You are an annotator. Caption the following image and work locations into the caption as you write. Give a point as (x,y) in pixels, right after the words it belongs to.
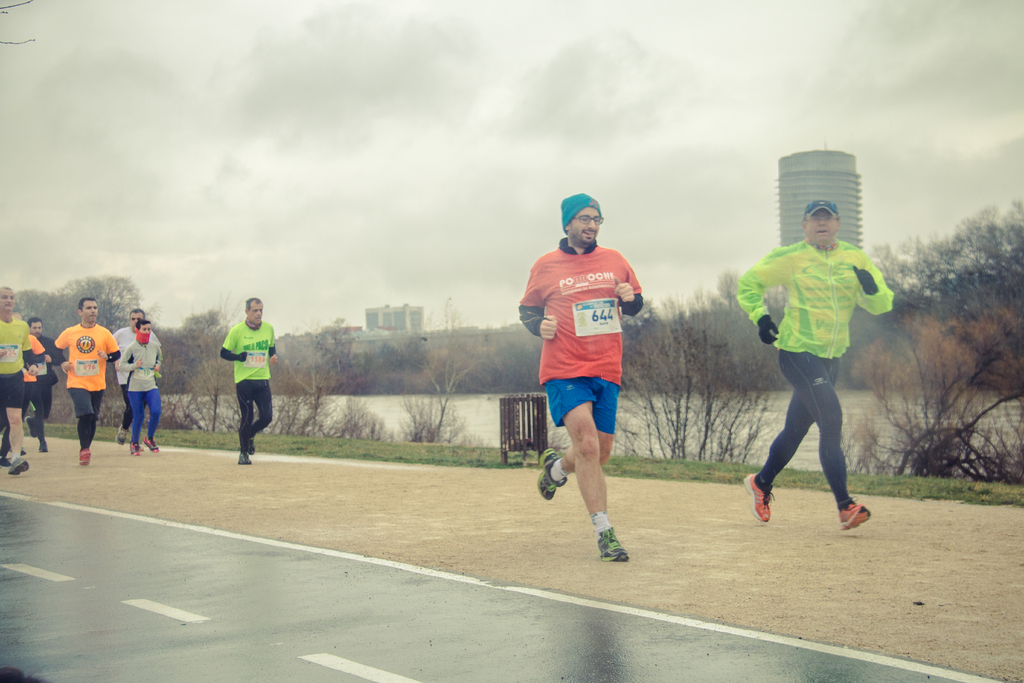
In this image, we can see there are persons (837,367) in different color dresses (824,333), running on the ground (868,579). Beside this ground (887,557), there is a road (143,637), on which there are white color lines (619,610). In the background (977,354), there are trees (436,387), water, buildings (854,239) and grass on the ground (906,565) and there are clouds (559,74) in the sky (606,74).
